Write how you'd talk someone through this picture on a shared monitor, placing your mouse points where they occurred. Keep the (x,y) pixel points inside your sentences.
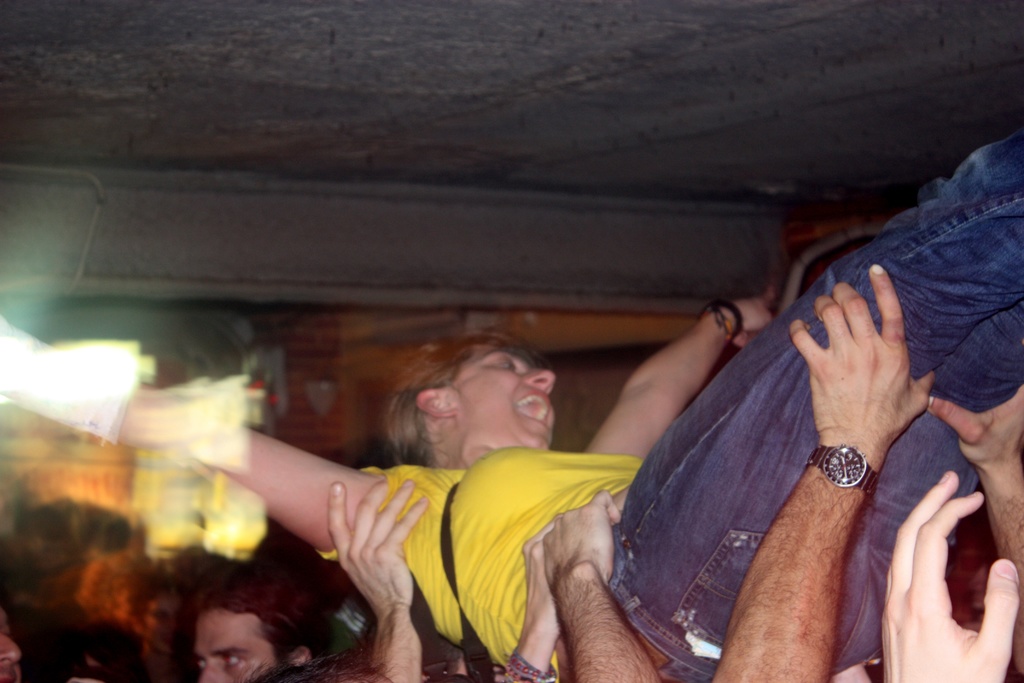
Many people (251,636) are holding a lady (506,525) wearing a yellow top (523,485) and a jeans (716,494). She is wearing a wristband (720,306). A persons hand (821,501) is visible and a watch (843,471) is in his hand (825,513).
